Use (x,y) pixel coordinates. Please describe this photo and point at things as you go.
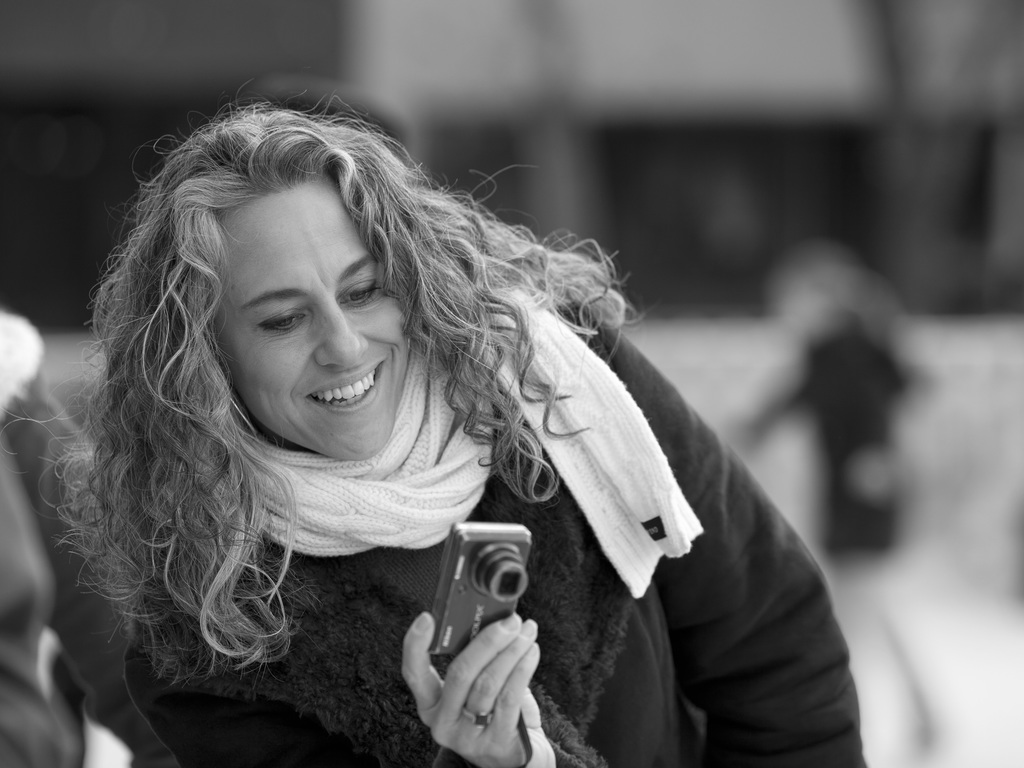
The woman (355,554) wearing the black coat (364,578) is holding a camera (467,602) in her hand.
